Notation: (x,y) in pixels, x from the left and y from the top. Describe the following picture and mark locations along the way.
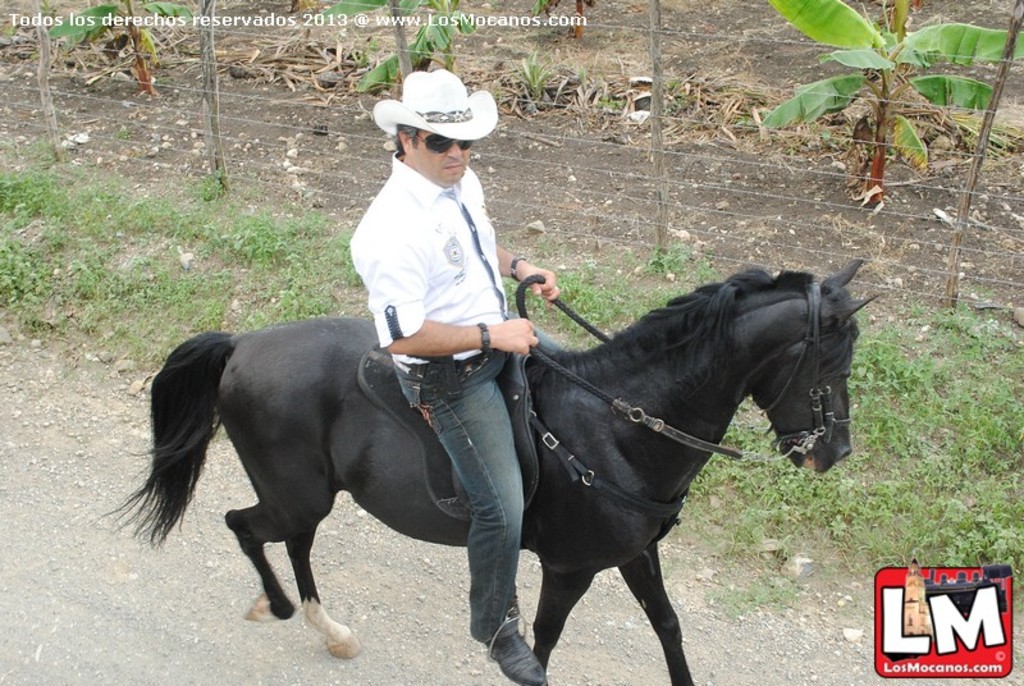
This is an outside view. Here I can see a man (428,295) wearing white color t-shirt (457,271), jeans (464,442), cap (405,124) on the head (420,154) and sitting on a horse (609,437) which is in black color and it is walking on the road (293,662) towards the right side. Beside the road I can see the grass (901,420). In the background (805,99) there are some trees (874,92) on the ground (764,158) and also I can see a fencing (655,113).
